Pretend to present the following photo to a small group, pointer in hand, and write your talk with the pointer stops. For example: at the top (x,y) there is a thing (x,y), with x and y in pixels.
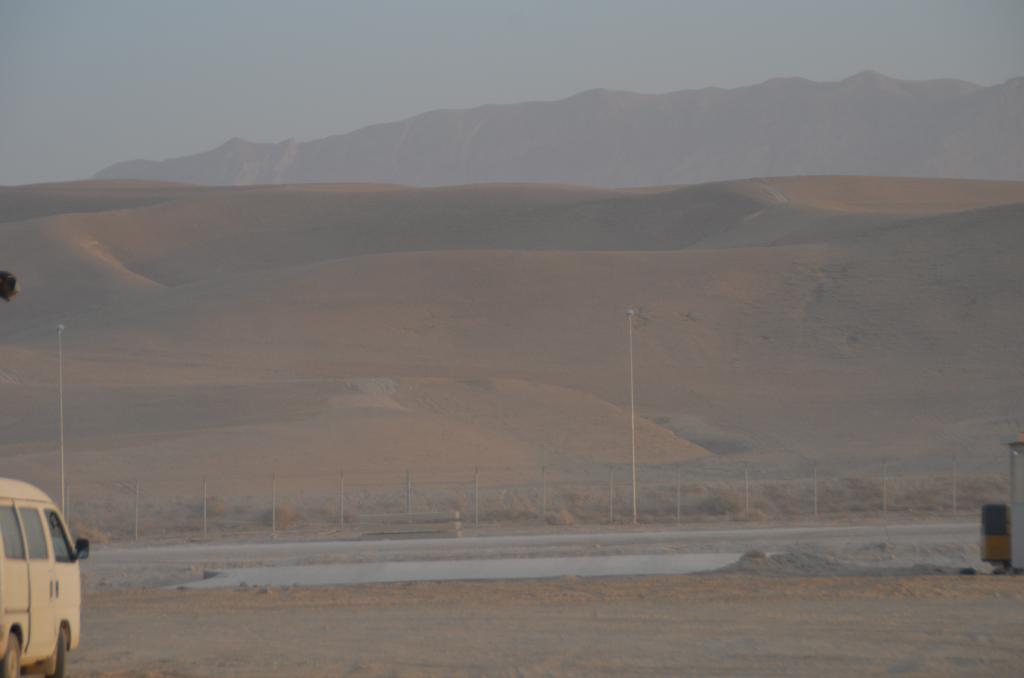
In this picture we can see ground (428,619), poles (342,500) and hills (278,485). In the background of the image (450,59) we can see the sky (454,51). On the right side of the image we can see objects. On the left side of the image (19,669) we can see a vehicle (19,669) and an object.
